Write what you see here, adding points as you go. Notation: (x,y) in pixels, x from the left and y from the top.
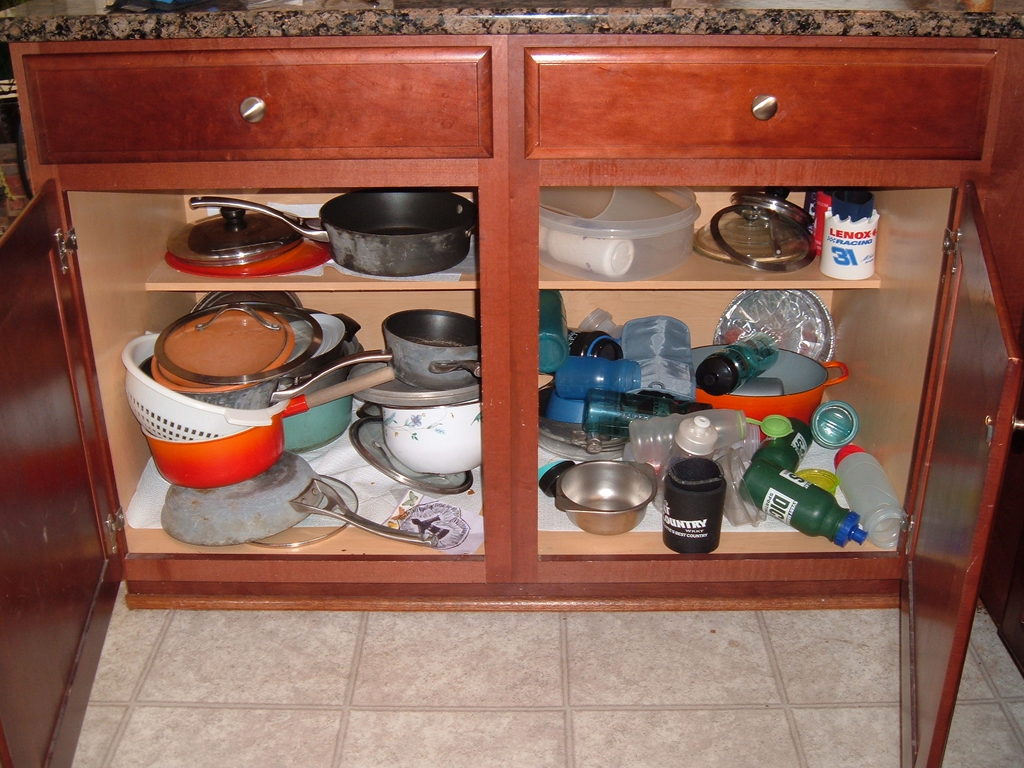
In this image we can see there is a marble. At the bottom (795,546) there is a cupboard (96,300), in that there are bottles (732,349), pan (423,345), bowl (428,443), box (665,232), paper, plates (811,318) and a few objects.
